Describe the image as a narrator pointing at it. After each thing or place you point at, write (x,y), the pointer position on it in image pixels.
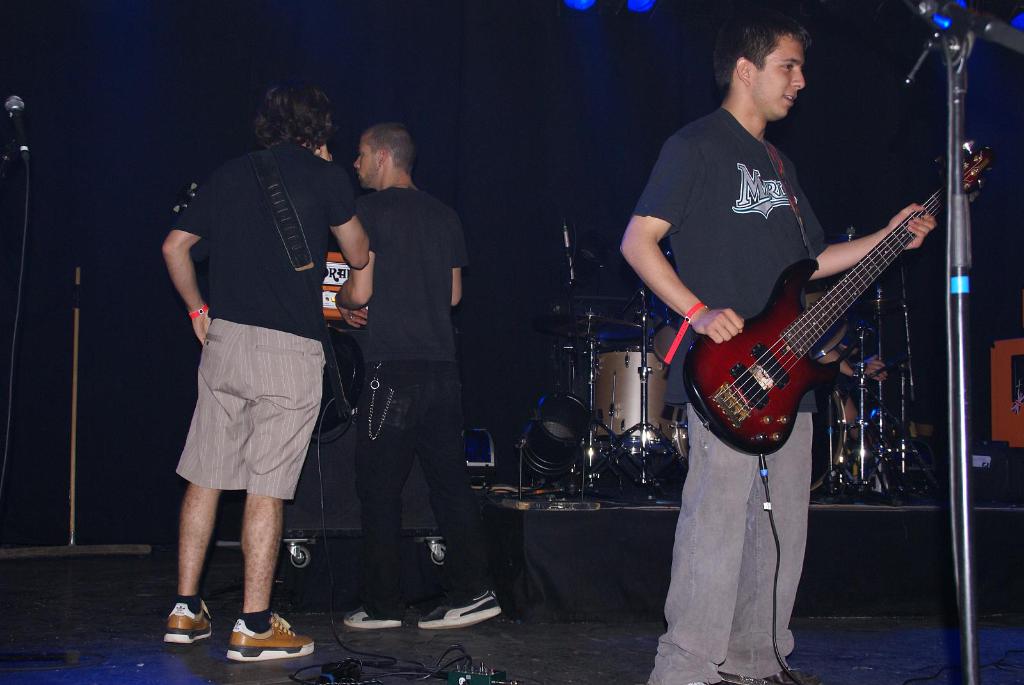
In this image, There are some people (311,285) standing and they are holding some music instruments (804,370) and there is a microphone (953,368) in the right side of the image (965,373), In the background (903,298) there are some music instruments (625,377).
